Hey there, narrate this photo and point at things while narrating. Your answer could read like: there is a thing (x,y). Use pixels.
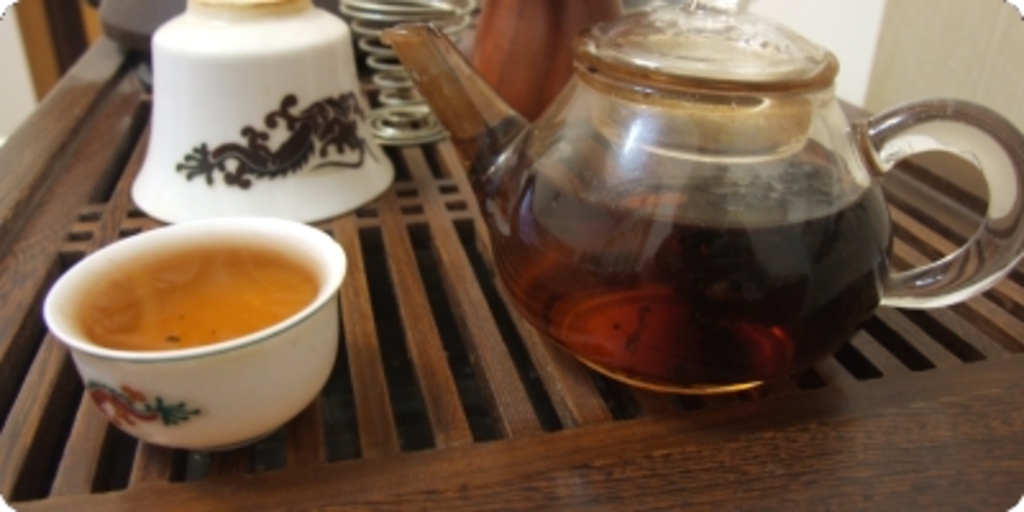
In this image we can see a bowl (168,434) with drink (136,319), kettle (701,50) and a few more objects (235,96) are placed on the wooden table (60,219).
